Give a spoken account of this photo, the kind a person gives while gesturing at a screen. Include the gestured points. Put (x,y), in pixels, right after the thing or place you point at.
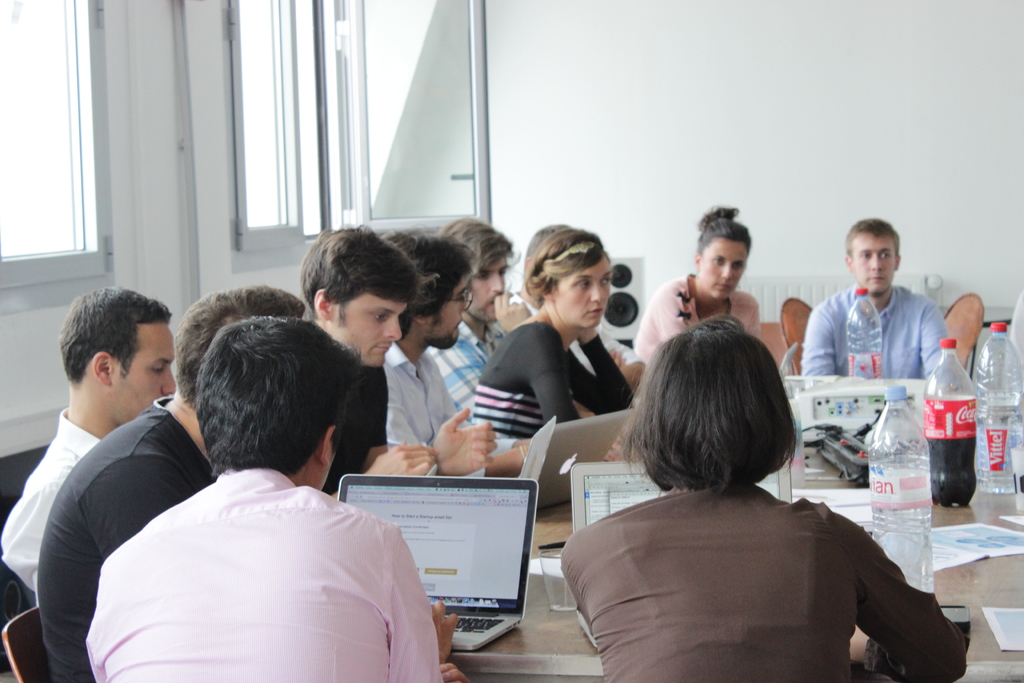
In this image we can see a group of people (212,674) sitting on a chair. These three people (317,519) are working on a laptop (452,527). This is a wooden table (562,512) where laptops (550,462) and bottles (909,422) are kept on it.
